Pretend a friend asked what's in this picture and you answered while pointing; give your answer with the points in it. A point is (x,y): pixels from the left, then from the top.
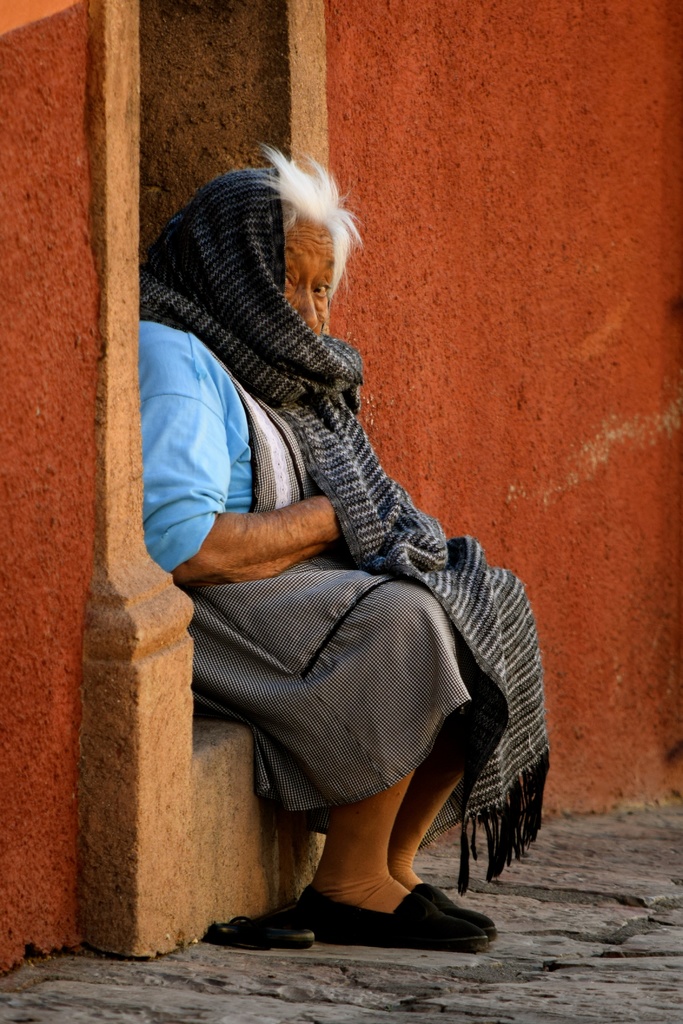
In this image, we can see a lady (507,679) sitting. We can also see the wall (555,627) and the ground (544,828) with some objects (289,931).
